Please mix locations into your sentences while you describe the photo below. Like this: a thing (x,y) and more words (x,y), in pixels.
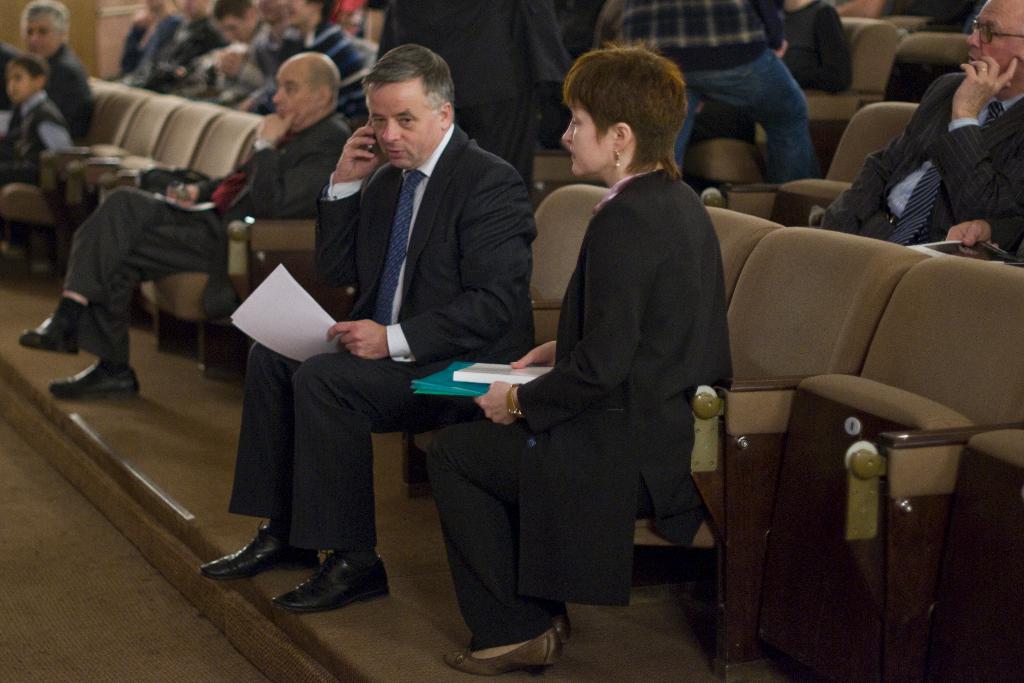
In this image i can see a group of people (393,280) who are sitting on a chair (774,323).
